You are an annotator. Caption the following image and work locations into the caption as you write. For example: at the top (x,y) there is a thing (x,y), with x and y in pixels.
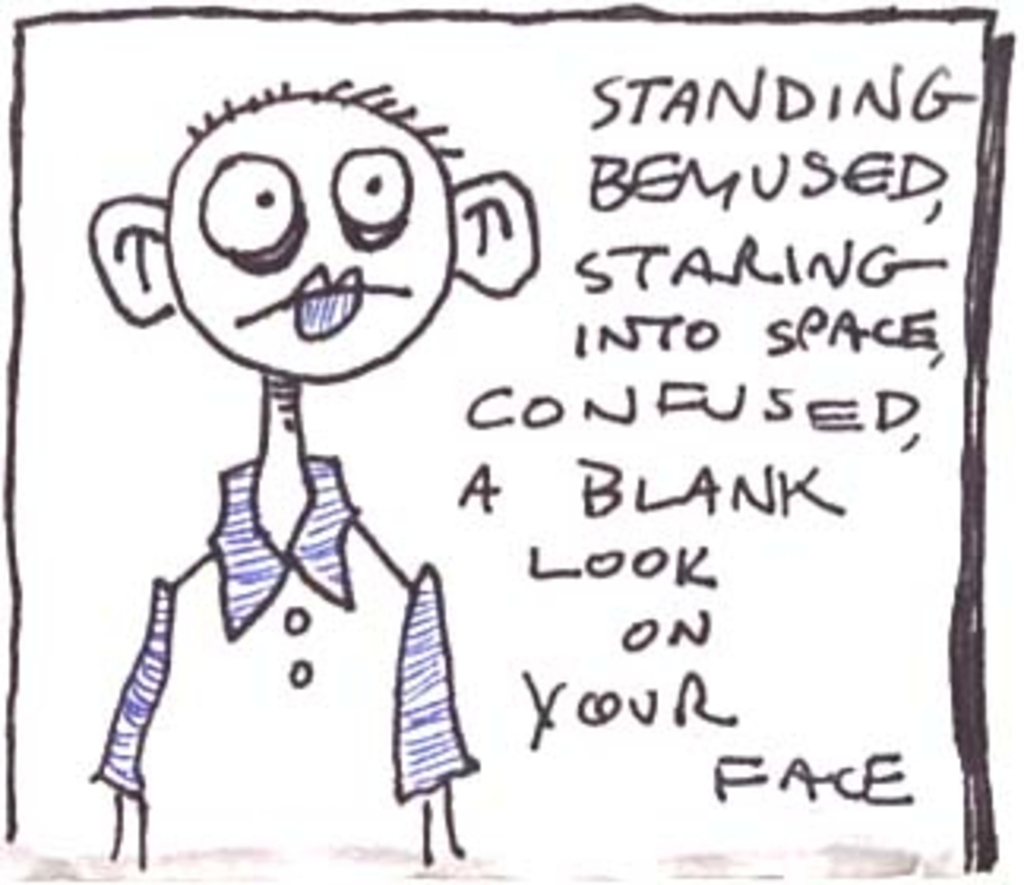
There is a cartoon drawing (338,469) with something written on a paper (768,688).
